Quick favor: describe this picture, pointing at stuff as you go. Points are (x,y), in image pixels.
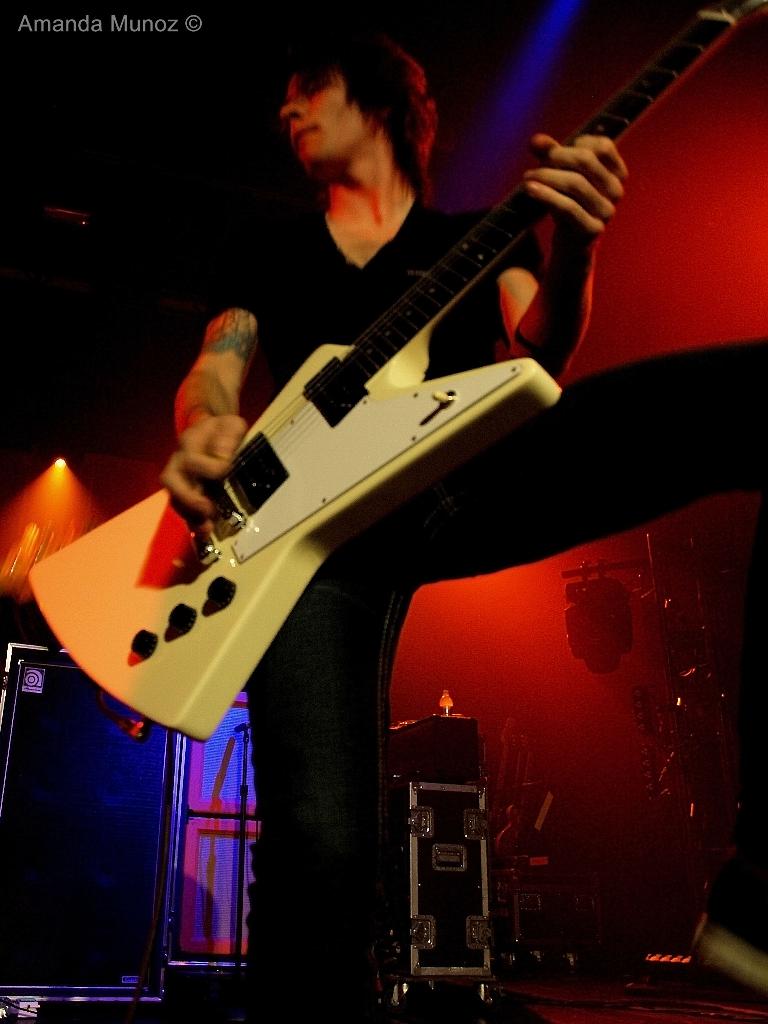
This is a picture taken on a stage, the man (296,366) in black t shirt (283,291) was holding a guitar (278,510) and playing a song and on stage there are some music systems (463,809). Behind the man (368,547) is in black and red color.
